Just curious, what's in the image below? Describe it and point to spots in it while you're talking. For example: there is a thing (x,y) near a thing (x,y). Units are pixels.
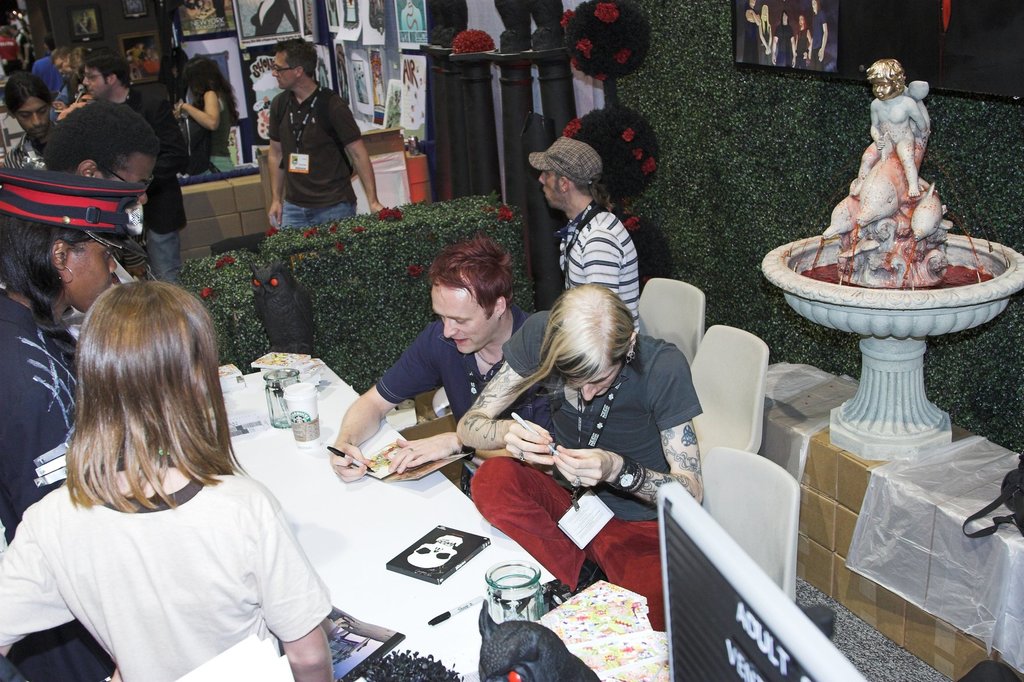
In this picture we can see a group of people (507,275) in which some are sitting on the chairs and doing something wearing id cards (601,424) and behind them there is the grass background (668,200) on which there is a photo frame (761,60) and some flowers (592,52) and in between the grass background (743,255) and the people (638,352) there is a statue (910,279) and beside them there is a black color owl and some grass (361,244) and flowers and also the wall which has some photos (351,98).
